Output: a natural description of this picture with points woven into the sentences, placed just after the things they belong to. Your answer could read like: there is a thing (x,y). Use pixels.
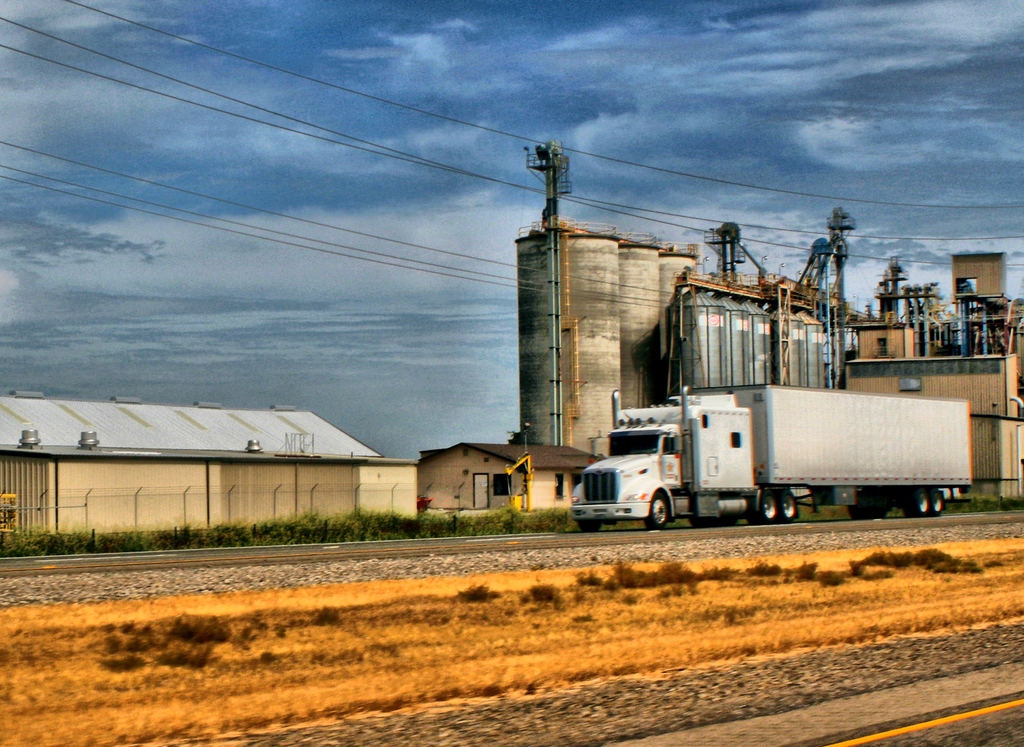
In this image I can see a road (517,542) and on it I can see a white colour truck (761,384). In the background (283,526) I can see plants (32,544), fencing (81,507), buildings (275,434), poles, wires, clouds (613,196) and the sky (573,214). In the front (95,735) I can see yellow grass (671,646).
